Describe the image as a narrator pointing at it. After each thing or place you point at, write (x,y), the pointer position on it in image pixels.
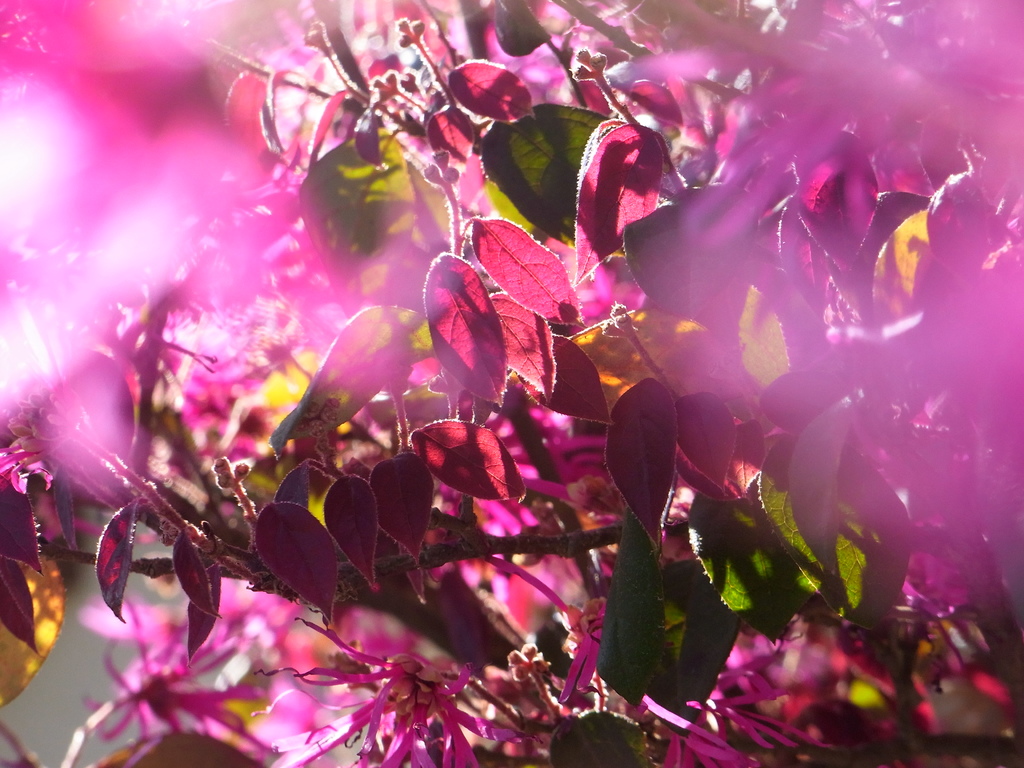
In this image I can see few leaves (504,169) in pink and green color and I can see few flowers (424,720) in pink color.
